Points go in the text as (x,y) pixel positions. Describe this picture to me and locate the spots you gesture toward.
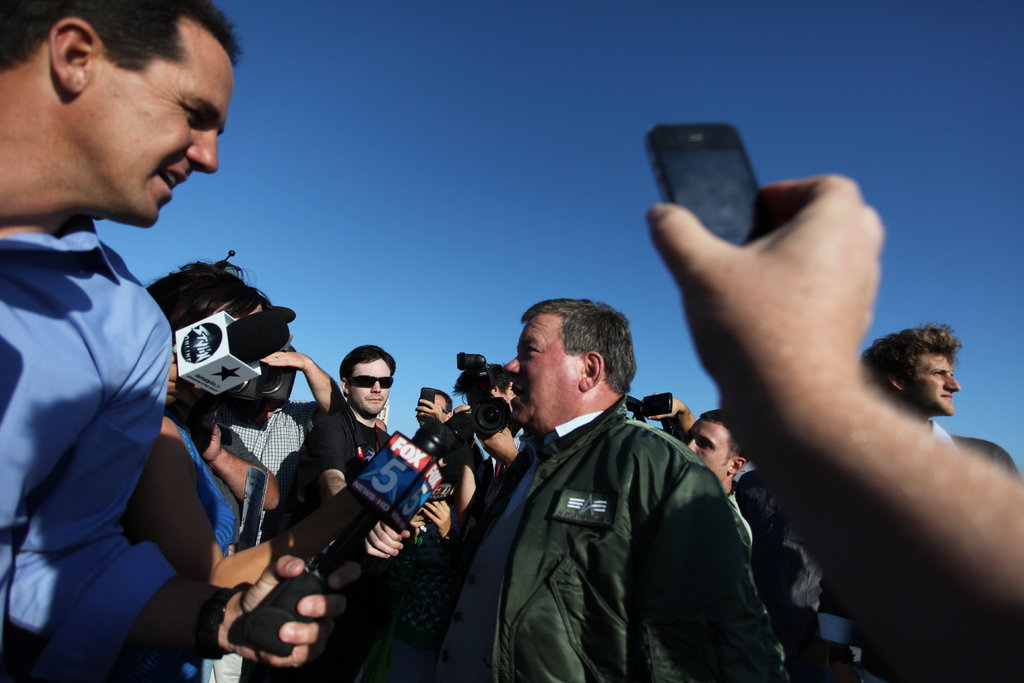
A person (515,479) is standing wearing jacket (569,488) and talking. In front of him many person (179,449) are standing holding mics (406,444). In the center (360,427) a person (361,436) is wearing goggles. Above there is sky (539,136). In the right (883,490) persons hand (820,384) is visible holding a recorder (729,185).
